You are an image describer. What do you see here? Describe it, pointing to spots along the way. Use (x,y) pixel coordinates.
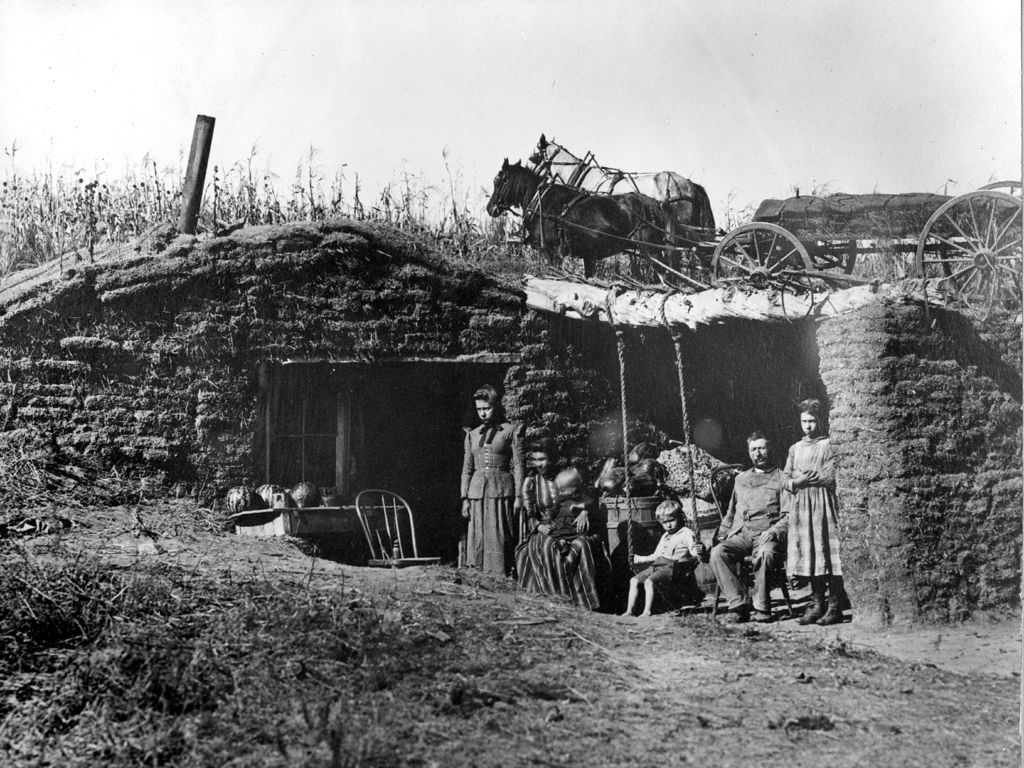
It is a black and white image, there is a small house (606,313) constructed with sod (490,347) and some people (576,527) were sitting and standing outside the house (586,427), there is a horse cart (580,214) above the house (377,322) and in front of the horses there are many plants (213,191).
